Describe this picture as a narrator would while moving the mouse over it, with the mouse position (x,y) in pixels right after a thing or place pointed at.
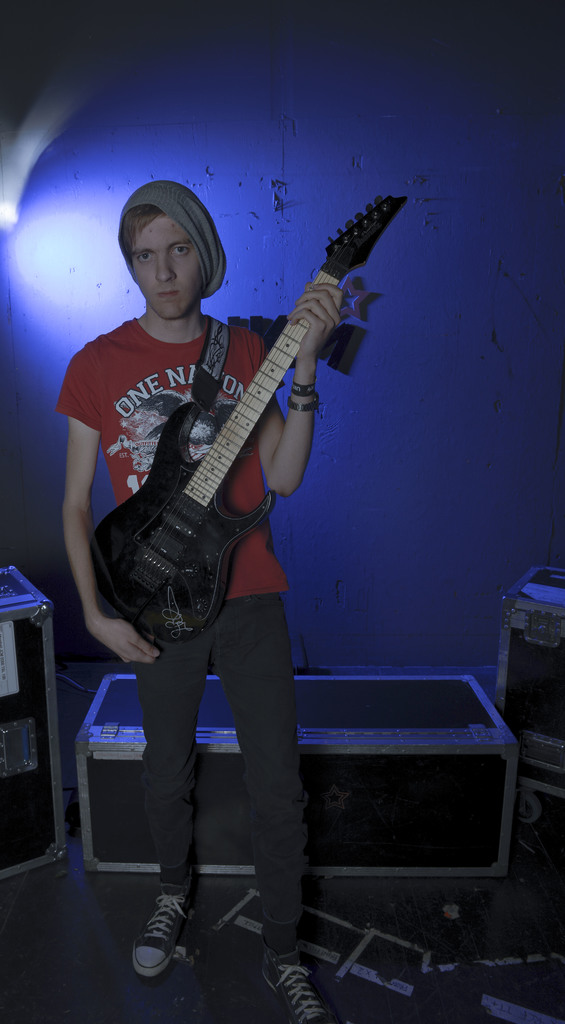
In this image one boy (260,480) is wearing the guitar (178,504) and he is wearing the red t-shirt (261,575) and black pant (239,699) ash color shoes (169,927) and hat (200,222) and Behind the boy (176,801) some boxes (232,729) are there back ground (505,577) is little dark.
